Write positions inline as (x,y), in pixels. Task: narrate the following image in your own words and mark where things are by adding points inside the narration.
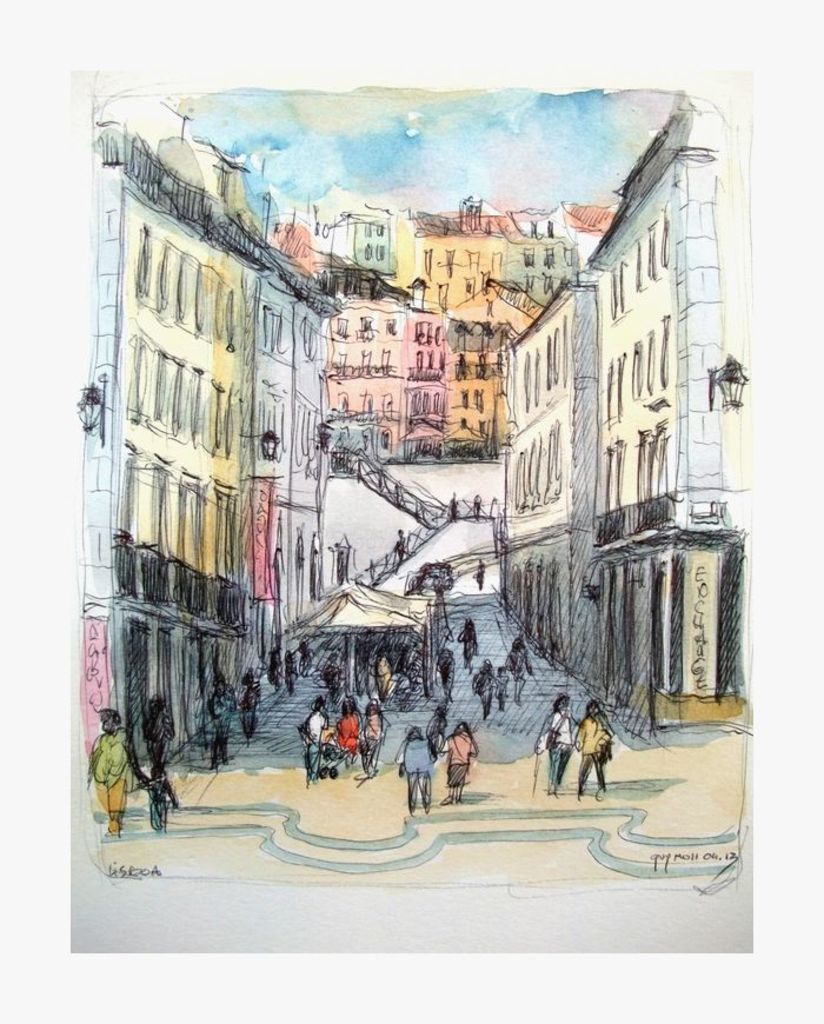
In this image, we can see depiction of persons (377,704) and buildings (444,382).
